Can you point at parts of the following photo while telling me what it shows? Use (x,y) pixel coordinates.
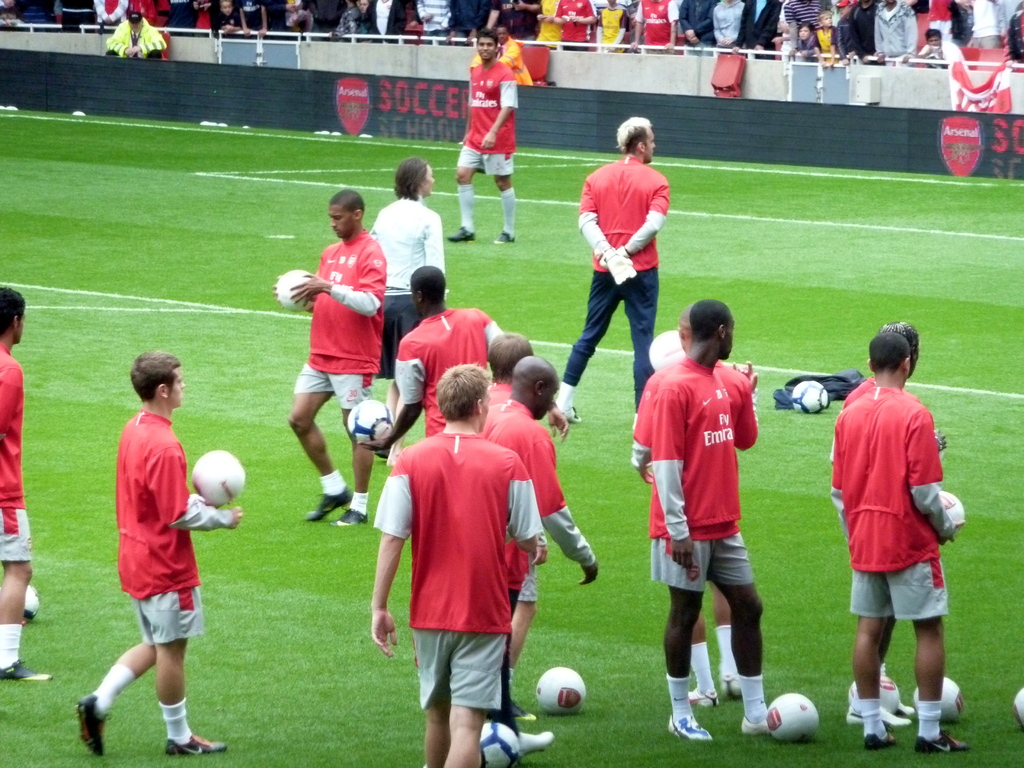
this is play ground (130,226) and there are the people (198,591) walking and standing on the play ground (135,620) and holding a ball (214,478) on their hands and there are audience (674,11) stand near to the fence (385,87). and there is a text (416,117) written on the fence (412,123).
